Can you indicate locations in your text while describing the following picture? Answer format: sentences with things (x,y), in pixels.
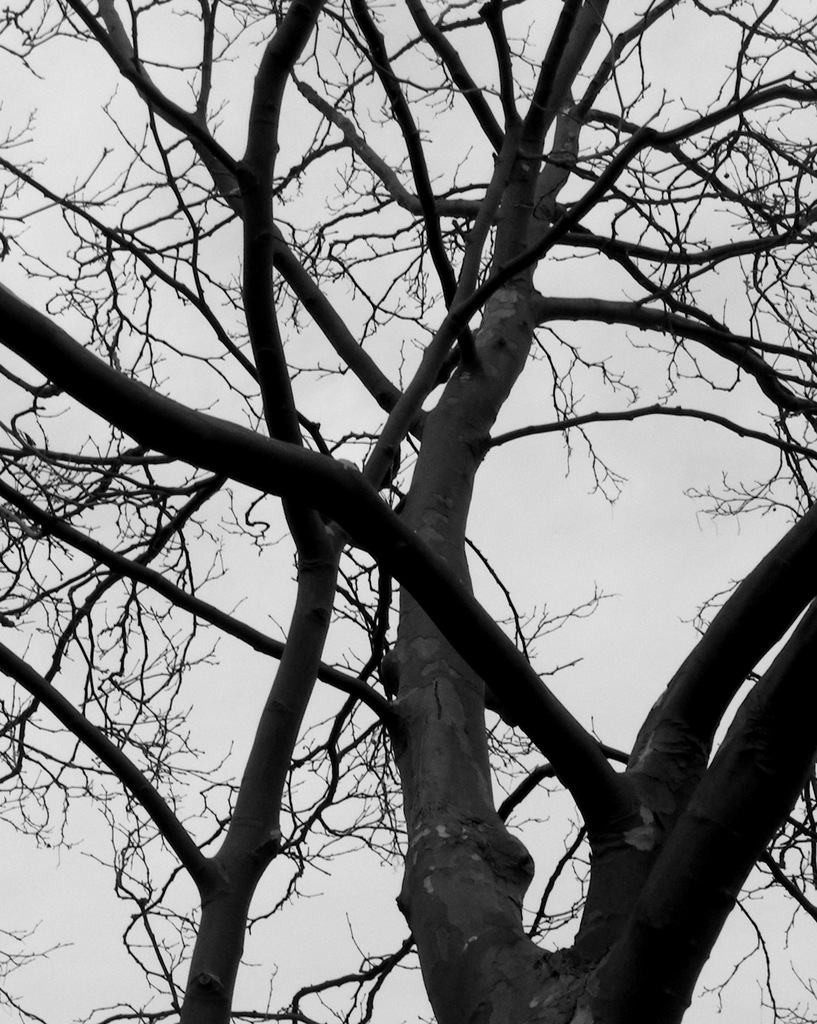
In this image I can see there is a tree (451,306) and at the top (439,285) there is a sky (715,108).
